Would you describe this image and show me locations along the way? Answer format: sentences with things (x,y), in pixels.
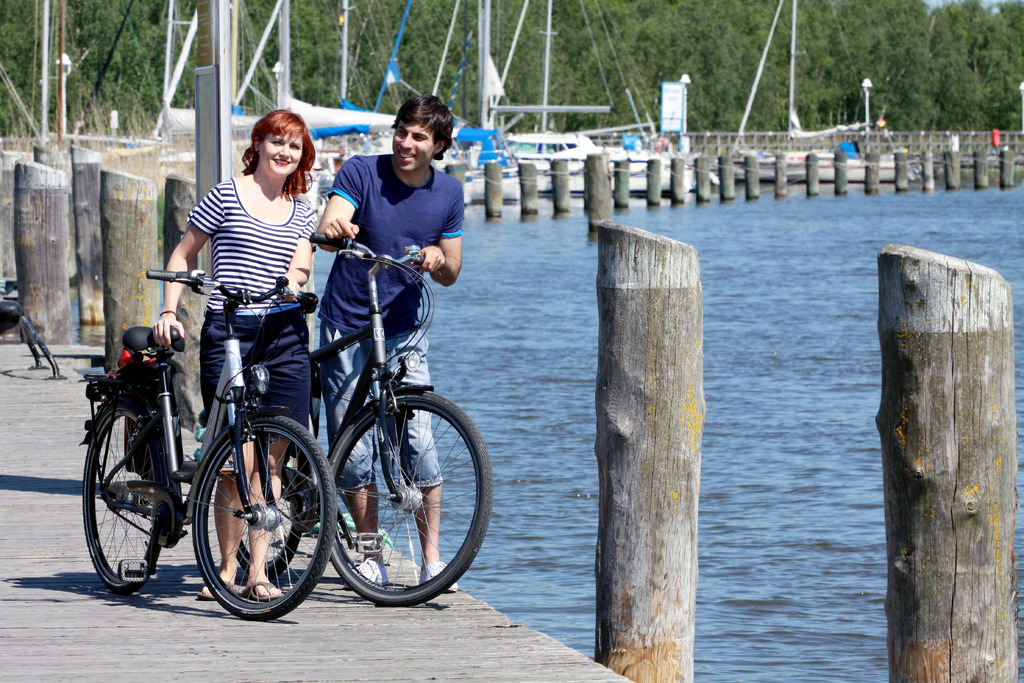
In the background (900,14) we can see the trees (614,22), boats (248,75), poles (222,66). In this picture we can see the water (895,207) and wooden poles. On the left side of the picture (262,228) we can see a man (461,217) and a woman (270,217) are holding bicycles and they both are smiling.
